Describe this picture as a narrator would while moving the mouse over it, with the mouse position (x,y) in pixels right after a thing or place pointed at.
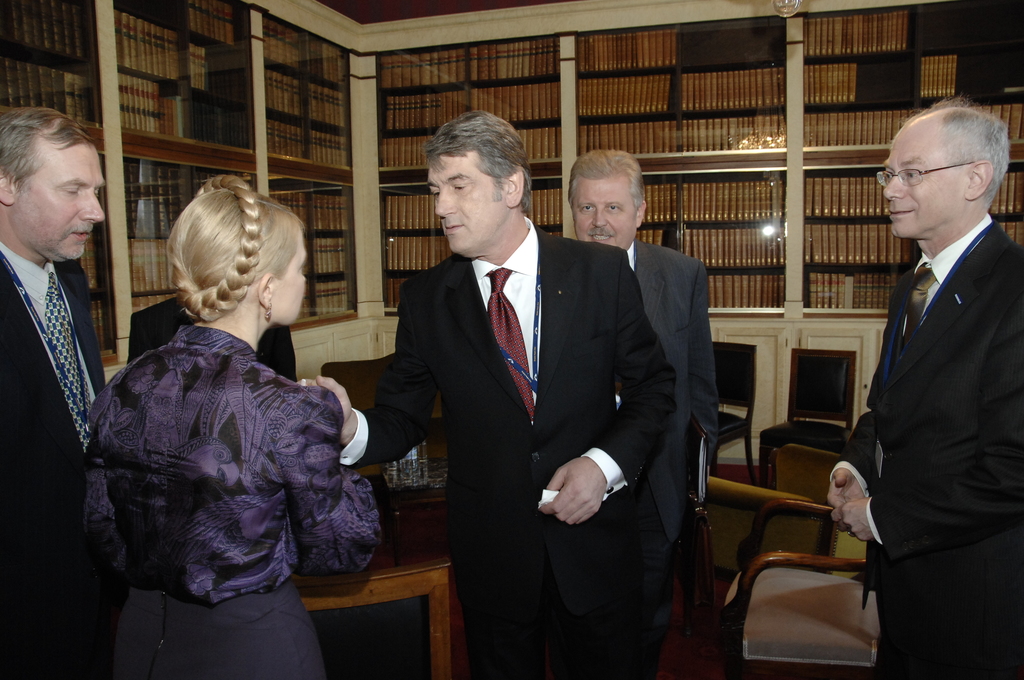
In this image I can see number of persons (658,348) are standing. I can see a table (430,500), few chairs (729,614) around the table (430,500) and few objects (421,451) on the table (439,490). In the background (320,156) I can see number of books (288,141) in the bookshelves (343,177).
